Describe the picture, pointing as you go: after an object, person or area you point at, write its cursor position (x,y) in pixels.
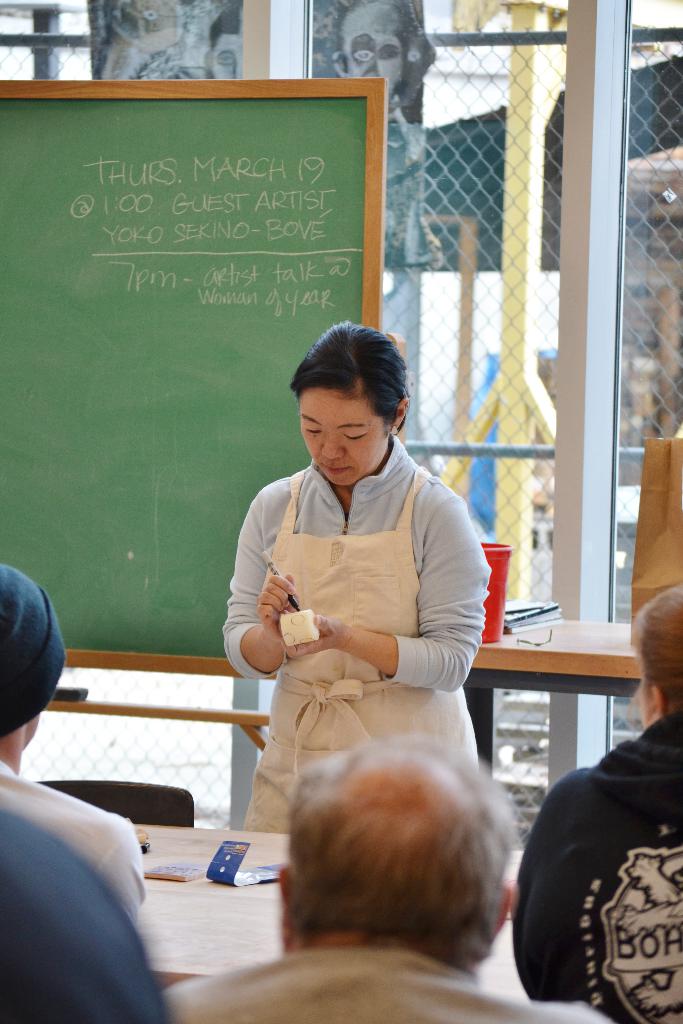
In the foreground of this image (425,802), there are few people (435,950) at the bottom (515,947). In the middle (424,493), there is a woman (378,591) standing and holding an object (294,623) and a marker (286,595) in front of a table (254,919) on which there are few objects (180,871). Beside her, there is a chair (145,789) and behind her, there is a board (176,372), table (573,638) on which, there is a bag (667,563), few books (526,603) and a red color object (502,587). Behind the table (545,626), there is fencing (502,238), few poles (511,186) and a poster (355,56).
